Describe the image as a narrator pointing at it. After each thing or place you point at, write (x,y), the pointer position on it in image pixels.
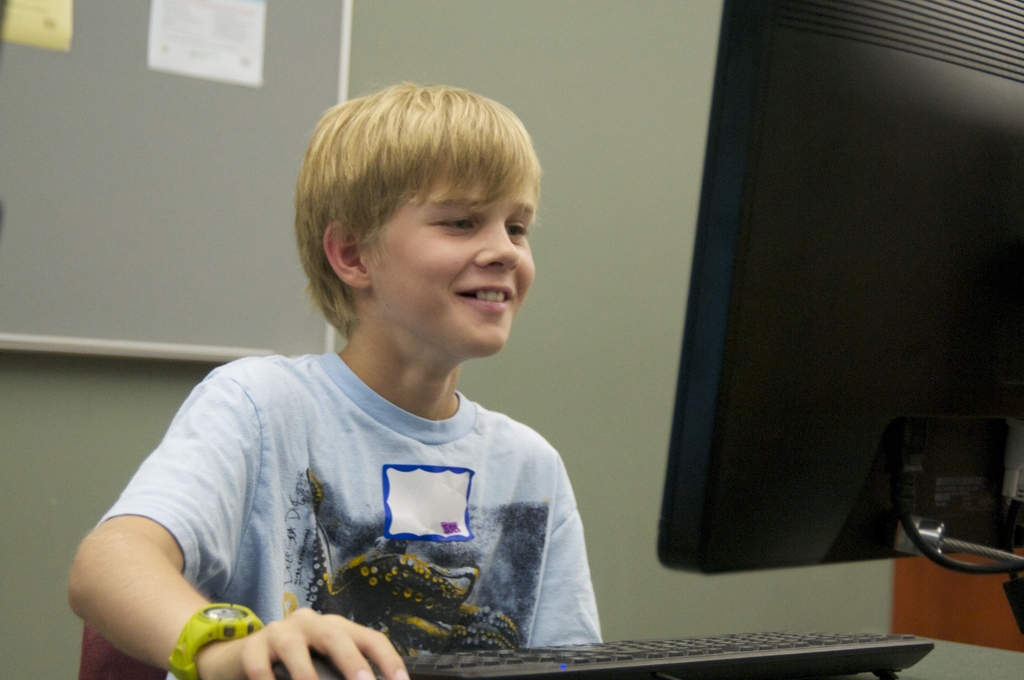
In the middle of the image (373,396) we can see a boy (423,442), he is smiling, in front of him we can see a monitor (728,254) and keyboard (725,644), behind him we can see few papers (240,77) on the notice board (205,220).
